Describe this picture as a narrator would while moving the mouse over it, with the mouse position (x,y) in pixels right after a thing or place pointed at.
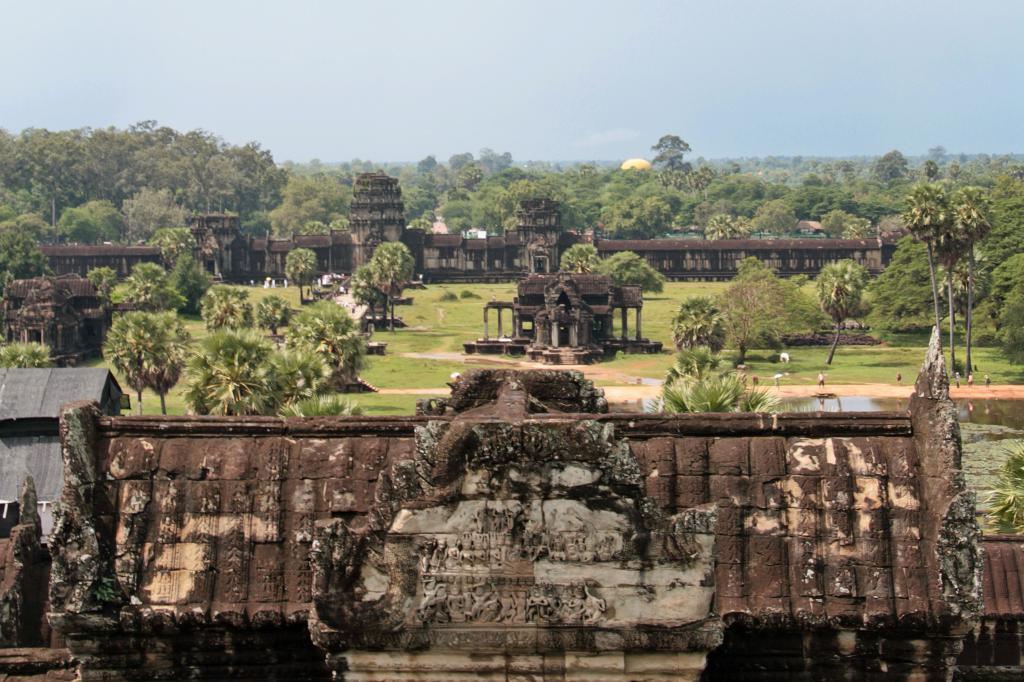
In this image it look like there are so many temples (468,413) and monuments (381,220). There are trees (749,311) in between them. At the top (473,68) there is the sky (312,82). In the background (489,186) there are so many trees (760,187). In the middle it look like it is a temple (661,546).
